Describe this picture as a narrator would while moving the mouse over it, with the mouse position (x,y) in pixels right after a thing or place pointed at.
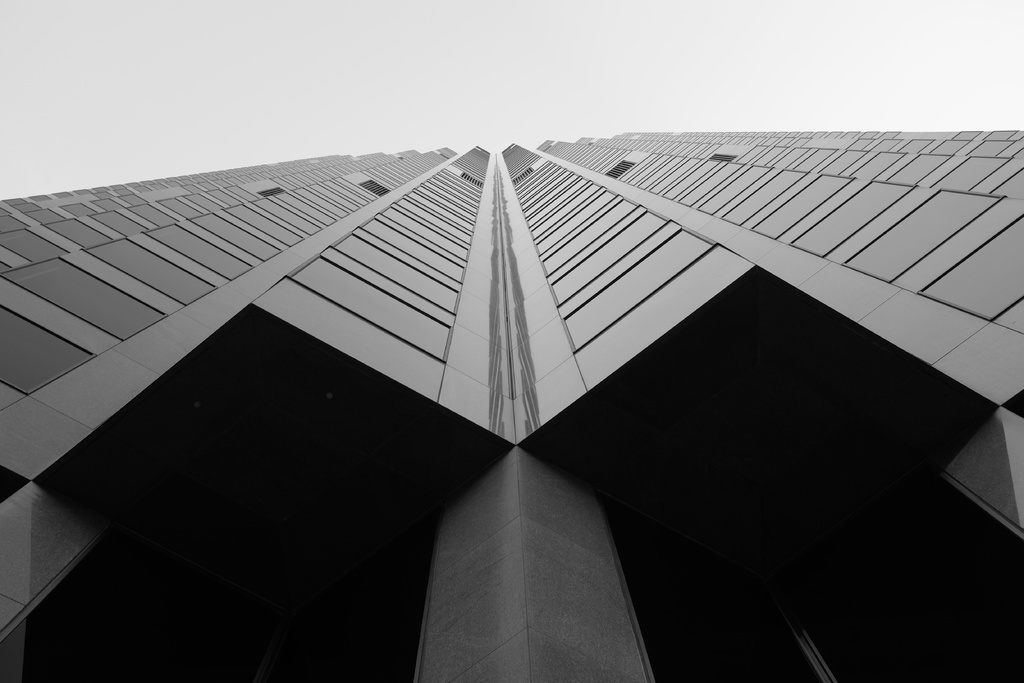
Black and white picture. Here we can see a building (700,323).
